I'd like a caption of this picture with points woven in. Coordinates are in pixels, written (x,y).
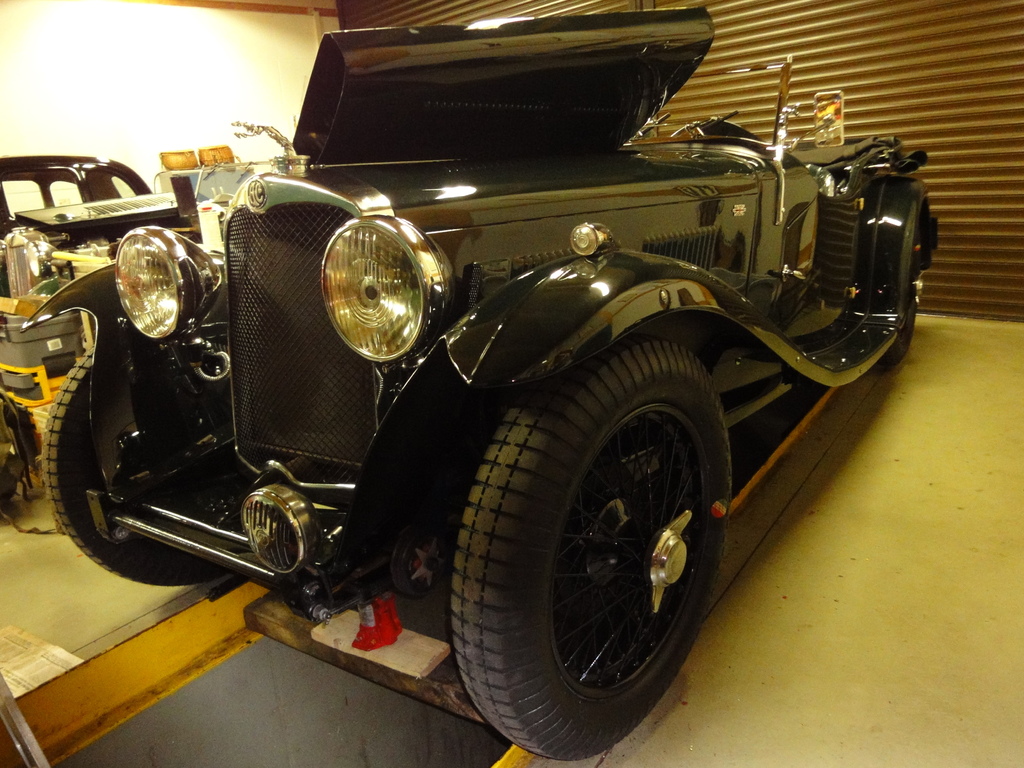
In this image we can see a few vehicles (406,365), behind the vehicles (511,259) there is a shutter (839,71), on the left side (275,19) we can see a wall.
